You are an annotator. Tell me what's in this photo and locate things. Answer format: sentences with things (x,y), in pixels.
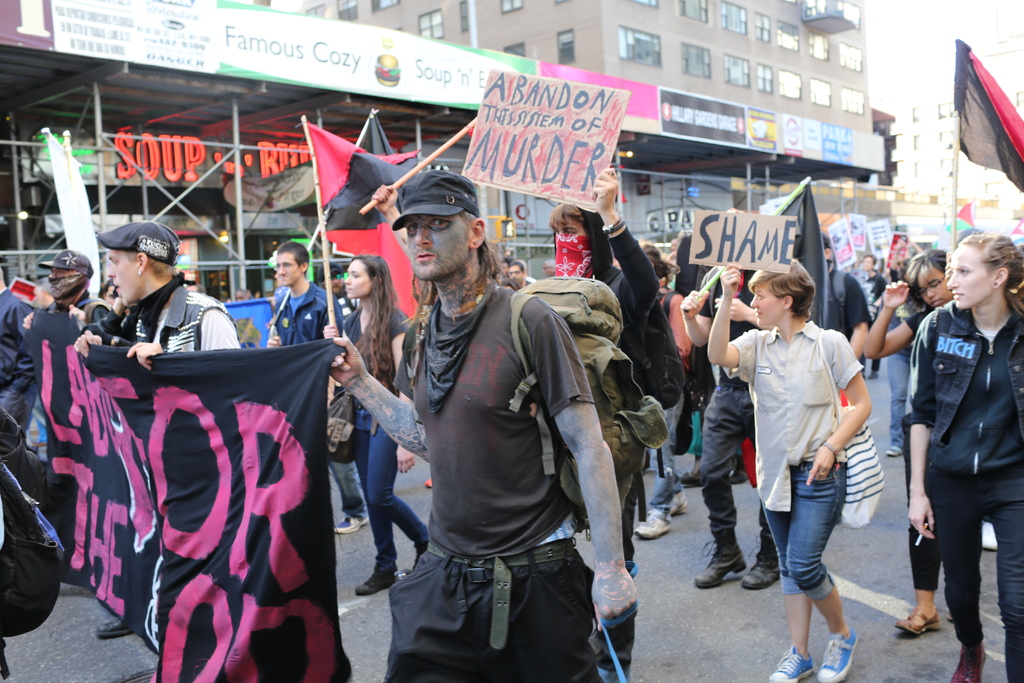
In this image there are group of people (1005,267) who are holding some placards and some of them are holding banners (126,399), and some of them are holding flags (1010,172) and walking. In the background (959,179) there are buildings (746,51), boards (669,113). On the boards (790,144) there is text (846,141), poles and some other objects (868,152). At the bottom (722,623) there is a walkway (49,629).
